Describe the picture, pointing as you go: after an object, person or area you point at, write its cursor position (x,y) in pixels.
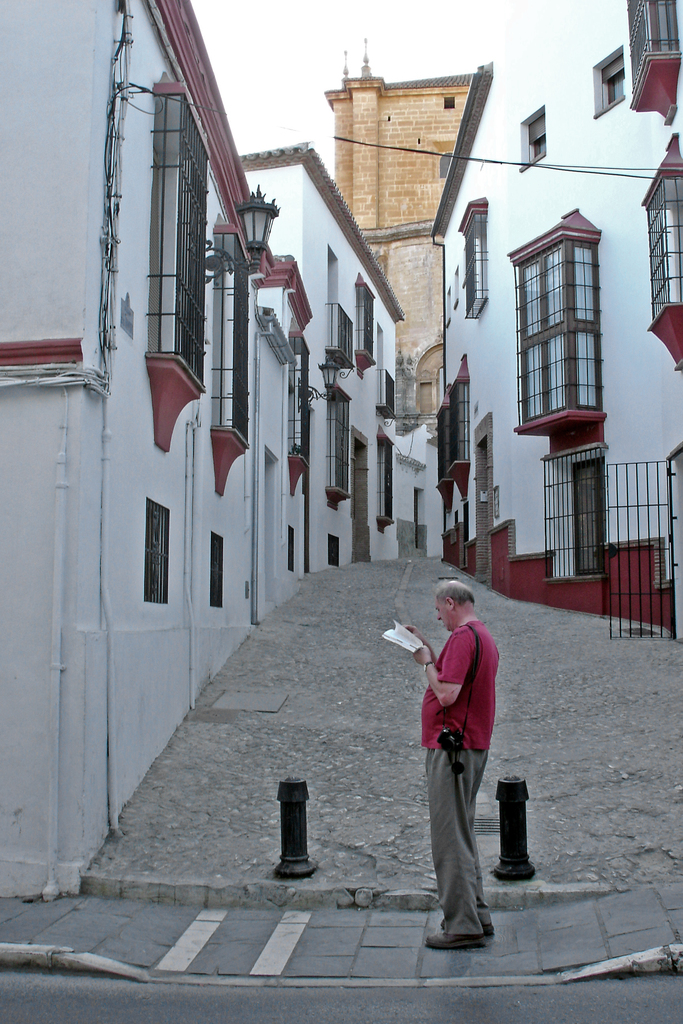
Here a man (443,840) is standing on a footpath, these are the buildings (280,501) which are in white color.
